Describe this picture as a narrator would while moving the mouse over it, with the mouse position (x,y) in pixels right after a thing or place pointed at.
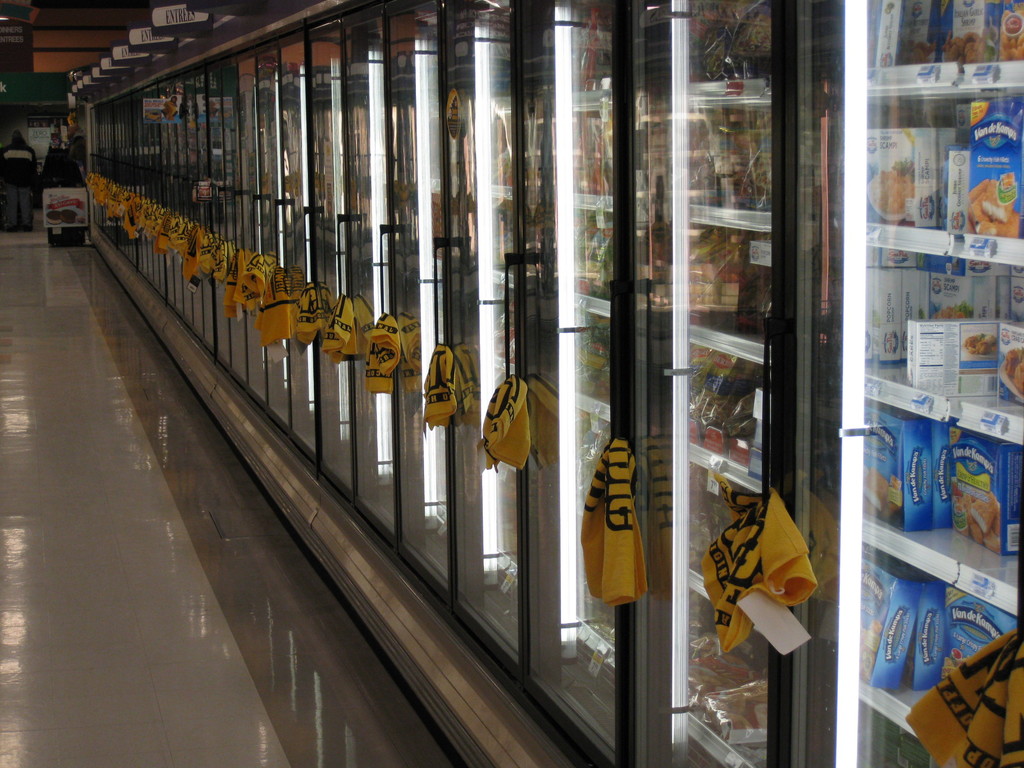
In this image we can see some fridges (557,295), we can see some boxes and other food item (591,358) in fridges (760,399), there are some clothes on the handles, also we can see a board (75,212) with some text (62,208) written on it, and we can see the roof (73,4).
